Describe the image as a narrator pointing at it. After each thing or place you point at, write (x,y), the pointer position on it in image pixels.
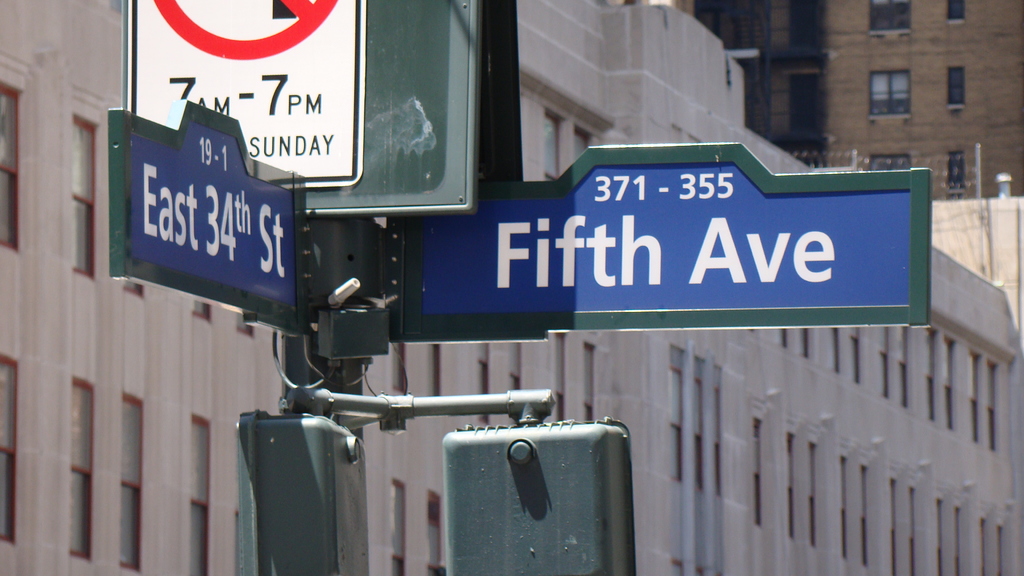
In this picture I can see boards (583,284) attached to a pole (423,406), and in the background (772,347) there are buildings (772,347).
